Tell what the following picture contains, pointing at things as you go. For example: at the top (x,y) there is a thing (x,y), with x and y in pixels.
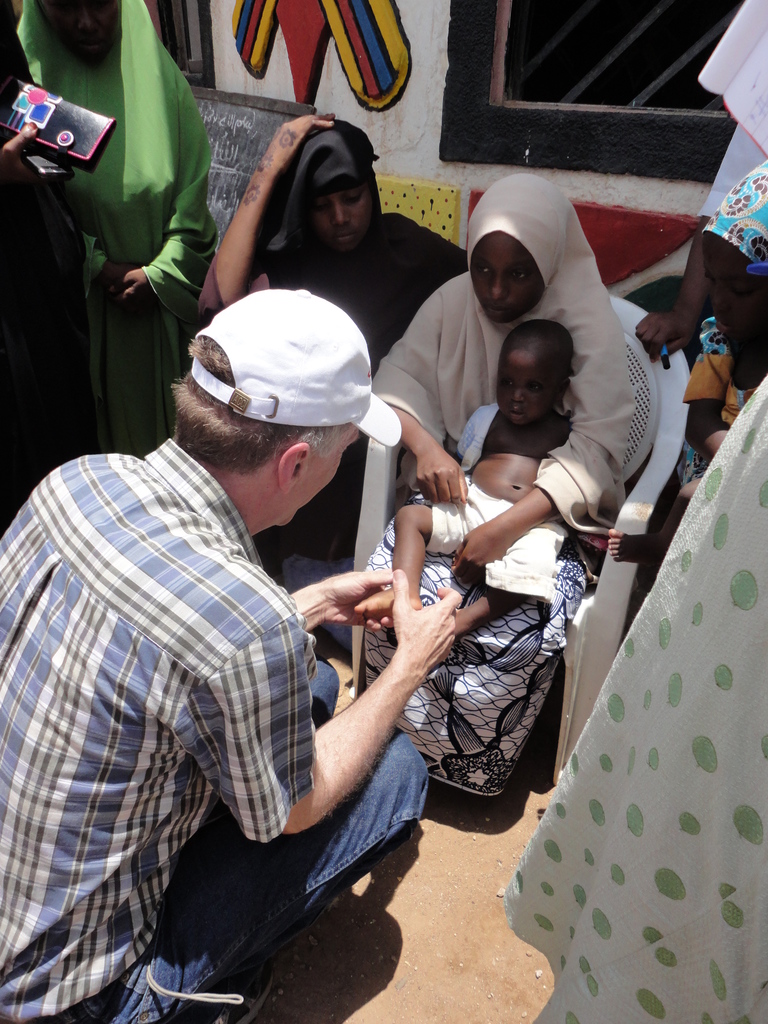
In this image, we can see a woman (583,296) sitting on the chair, she is holding the kid (536,437), there is a man (159,651) sitting and he is wearing a white color hat (261,407), there are some people (7,354) standing and we can see a window (619,45).
